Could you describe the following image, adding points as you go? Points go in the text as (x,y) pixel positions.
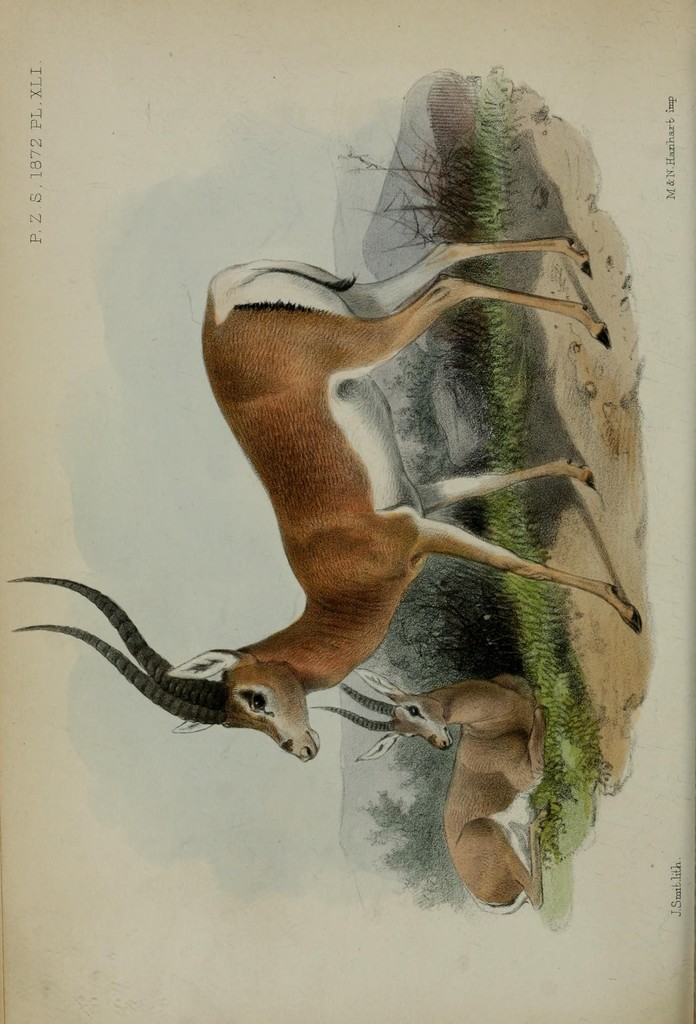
In this picture we can see a deer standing on the path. There is another deer (477,860) sitting on the grass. We can see a few trees (449,505) in the background (388,814). There is some text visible on the right (669,156) and left side of the image (35,113).
